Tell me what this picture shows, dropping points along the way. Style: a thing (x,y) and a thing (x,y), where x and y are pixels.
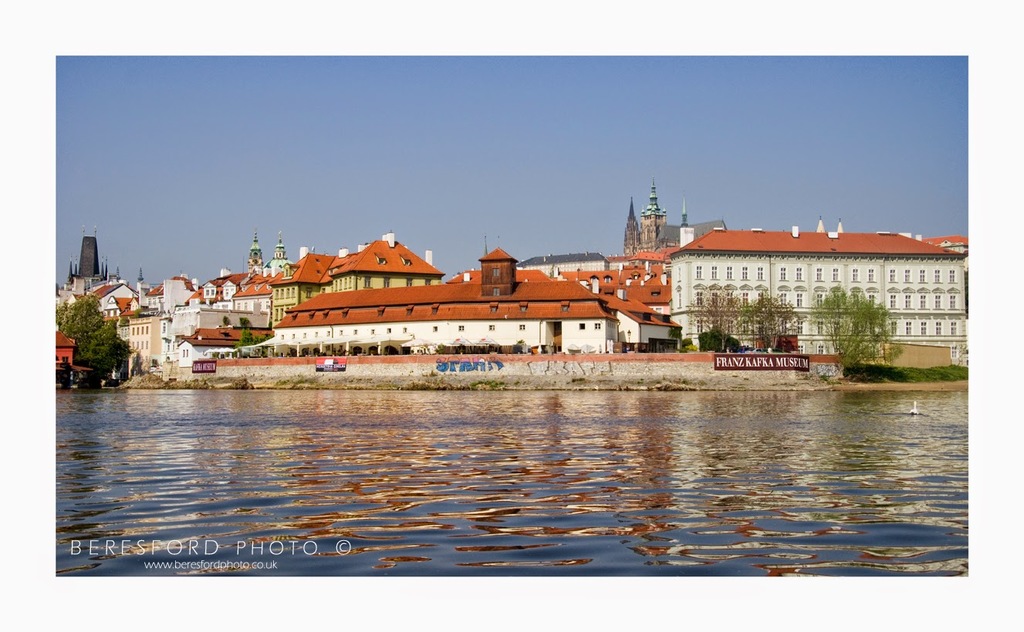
In the center of the image (559,318) we can see buildings (897,314), trees (850,317), boards (792,368), wall (642,368), windows (781,274) are present. At the bottom of the image (483,498) water (483,516) is there. At the top of the image (524,136) sky (510,153) is there.
